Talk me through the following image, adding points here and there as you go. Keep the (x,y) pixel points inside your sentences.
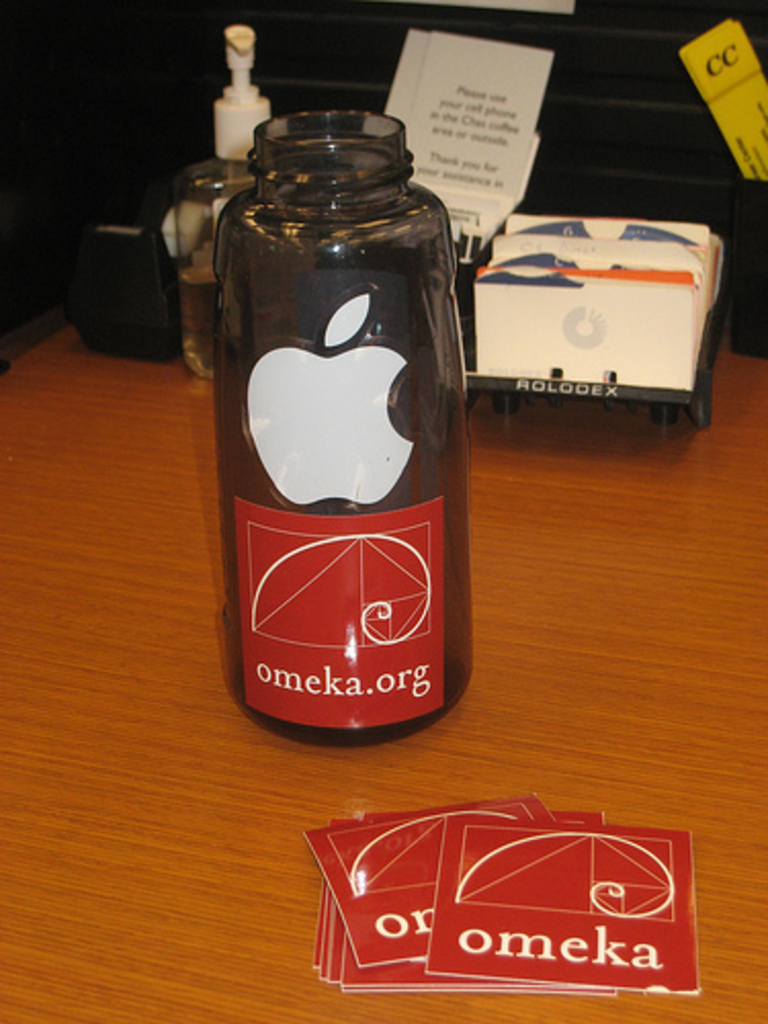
In this image, In the middle (505,652) there is a table (447,746) on that there are cards (432,902), bottle (363,604), paper (440,52) and some other items (582,383).
